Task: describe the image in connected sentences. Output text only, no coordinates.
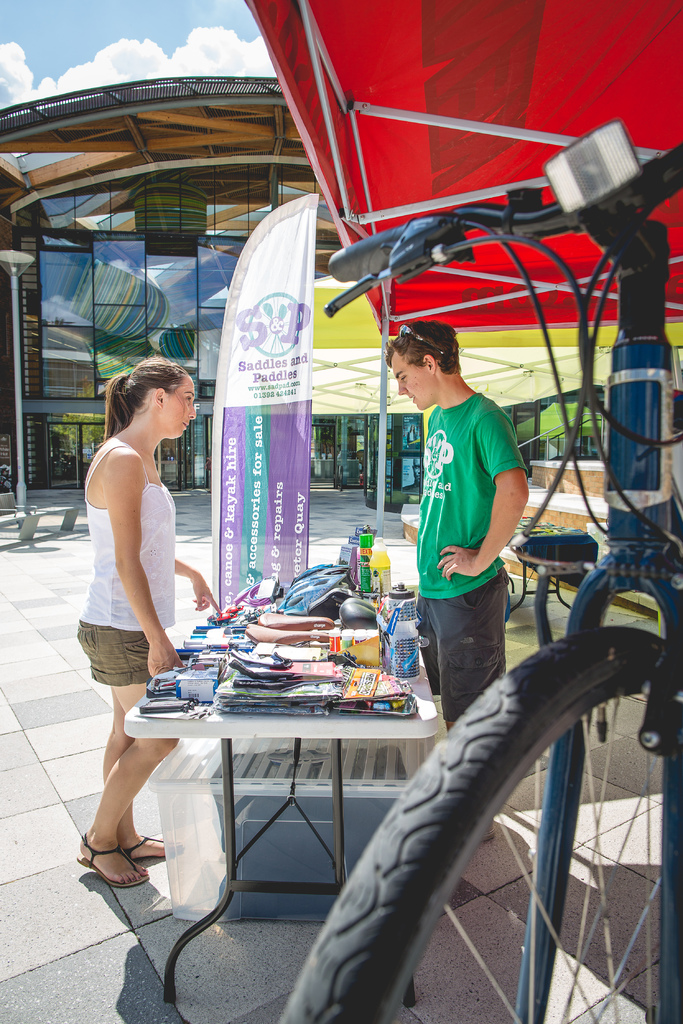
The two persons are standing. There is a table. There is a book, bag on a table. We can see the background there is a clouds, sky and tent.
